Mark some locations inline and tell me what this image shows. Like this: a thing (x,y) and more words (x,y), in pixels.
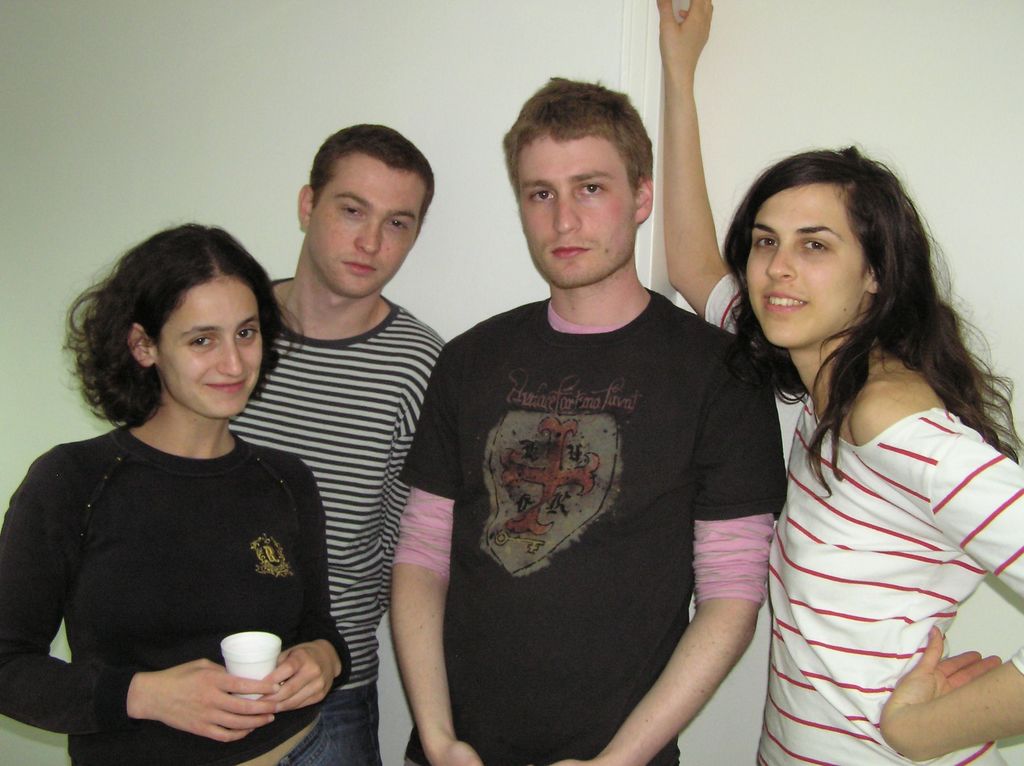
In this picture there are two people (423,483) standing and there is a woman (758,255) standing and smiling and there is a woman (126,589) standing and smiling and holding the cup (253,690). At the back (348,3) there is a wall (987,270).
